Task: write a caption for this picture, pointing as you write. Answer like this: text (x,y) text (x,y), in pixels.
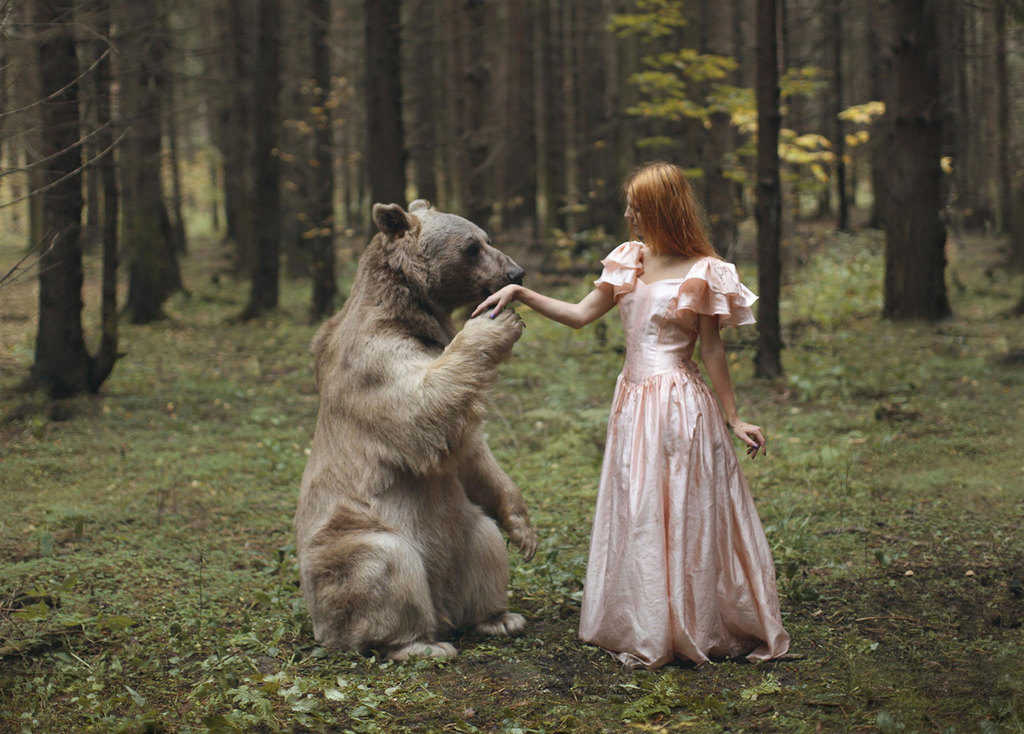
In this picture we can see a woman (660,502) and a bear (422,585) are on the path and behind the women (662,267) there are trees (279,188) and grass (139,386).
